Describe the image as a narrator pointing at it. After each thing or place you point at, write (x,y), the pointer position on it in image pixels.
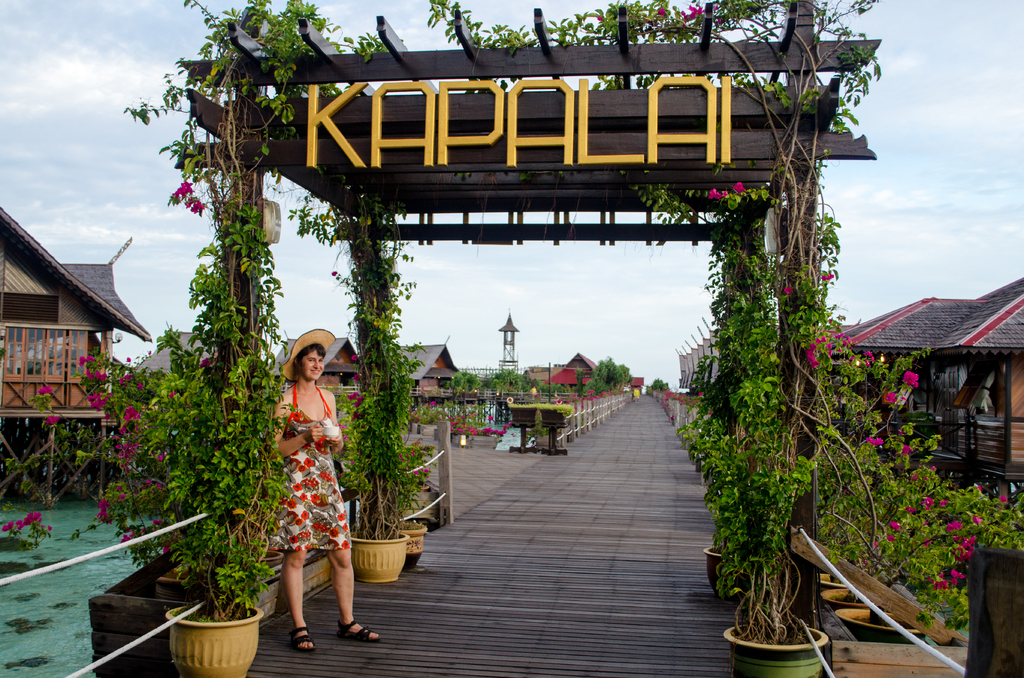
Here is the woman (341,506) standing and holding a white object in her hand (324,437). She wore a hat (308,343), dress (311,506) and sandals (363,639). These are the flower pots (385,555) with plants (742,527). This looks like a name board (576,110) attached to the wooden arch (754,125). These are the trees (909,523) with flowers (121,441). This looks like a wooden bridge (462,510). I think these are the houses (966,398). I can see the water (69,611) flowing. In the background (514,355), that looks like a tower (504,345).
